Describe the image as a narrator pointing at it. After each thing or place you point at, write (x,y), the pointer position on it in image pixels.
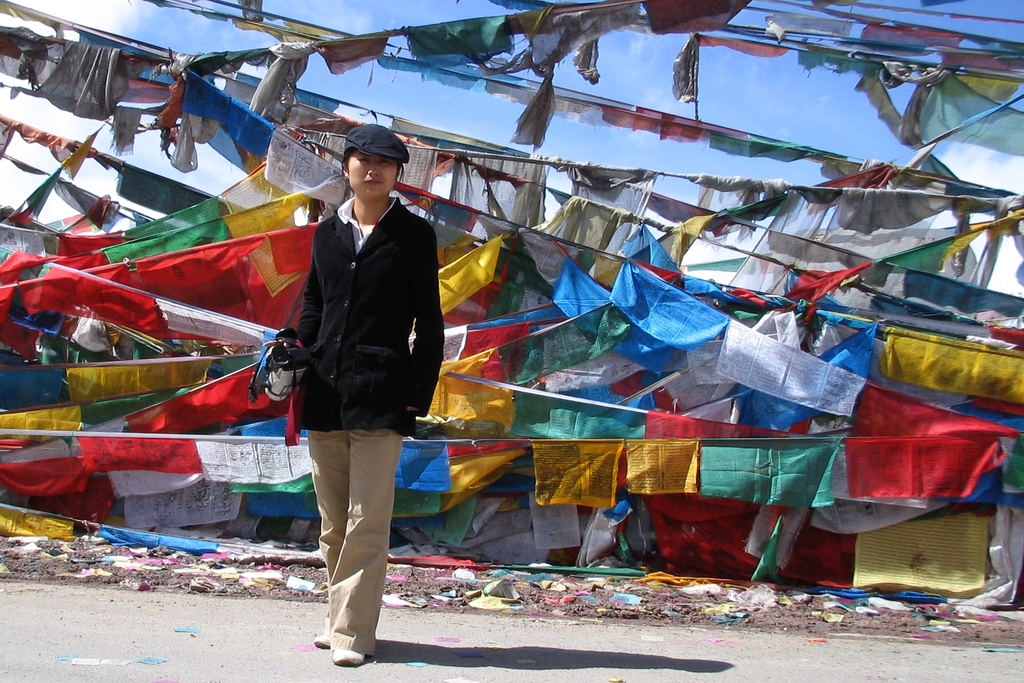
There is one woman (332,349) standing and wearing a black color coat (370,317) and holding an object (274,354) in the middle of this image (354,362). There are some clothes (646,324) hanging the background (181,267). There is a sky (658,90) at the top of this image (662,74).
